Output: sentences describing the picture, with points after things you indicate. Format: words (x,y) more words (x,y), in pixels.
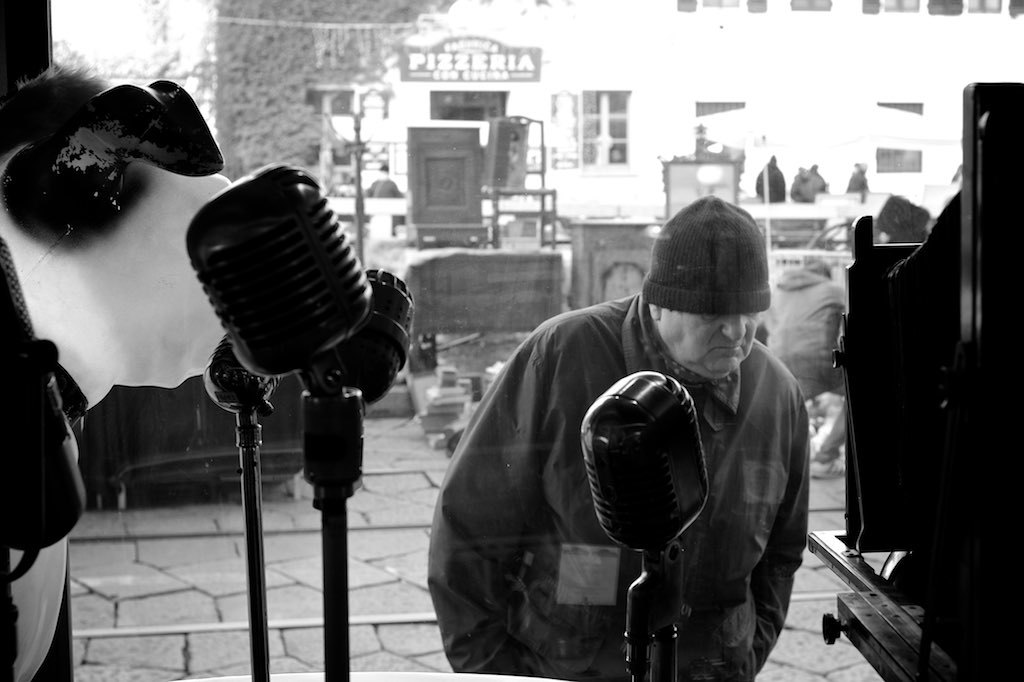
This is a black and white image, in this image in the foreground (799,481) there is one window (269,474) and through the window (628,250) we could see some persons (613,308), building (444,92), board (427,69) and some other objects (609,227). And on the left side (65,223) there is one toy (190,278) and a mike (316,346), and on the right side (877,383) there is a camera (866,308). At the bottom (322,538) there is walkway (396,427).
